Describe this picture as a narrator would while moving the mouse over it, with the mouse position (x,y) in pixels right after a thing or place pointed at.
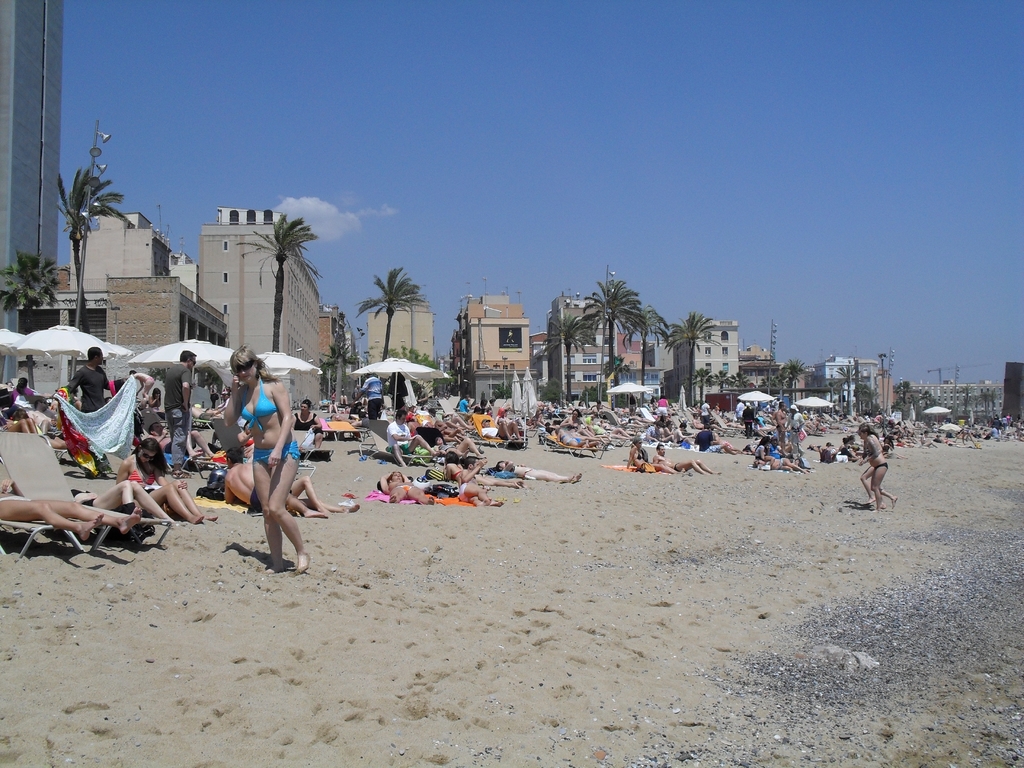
In this picture we can see some people (371,409) are standing, some people (873,436) are walking and some people (901,420) are lying, there are some stones (945,630) at the right bottom (940,643), we can see umbrellas (951,430) in the middle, in the background (816,385) there are trees (795,372) and buildings (474,326), we can see the sky (330,294) at the top of the picture (416,147).
